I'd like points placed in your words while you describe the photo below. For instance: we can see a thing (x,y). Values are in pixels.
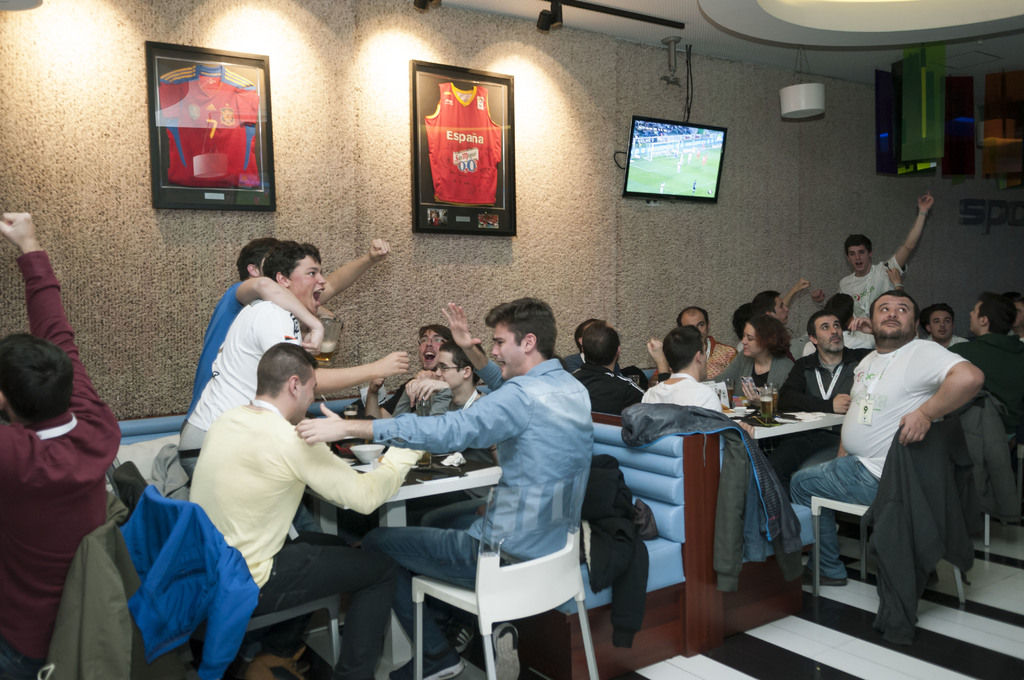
In this image we have a group of people (390,462) who are sitting on the chair (510,594) in front of the table (792,427). On the wall (567,258) we have a TV (646,171), a wall photo (475,144) on it. On the table (429,479) we have a few objects (754,415) on it.
